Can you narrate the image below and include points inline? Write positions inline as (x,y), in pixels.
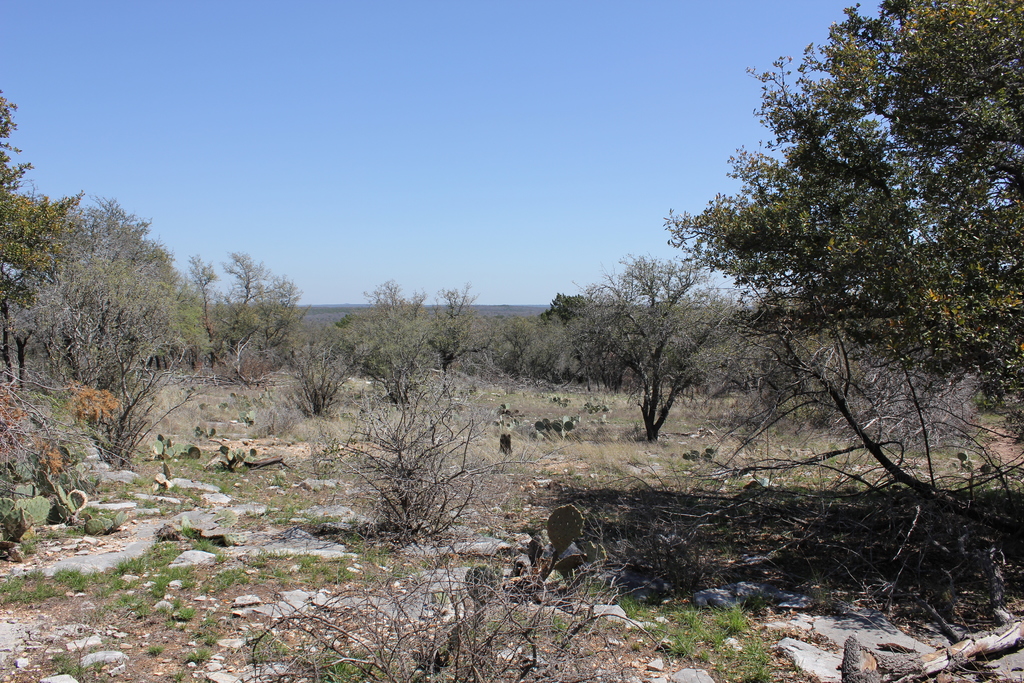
In this image I can see there are trees (1004,333) and stones (739,593). At the top (536,103) there is the sky (477,170).
